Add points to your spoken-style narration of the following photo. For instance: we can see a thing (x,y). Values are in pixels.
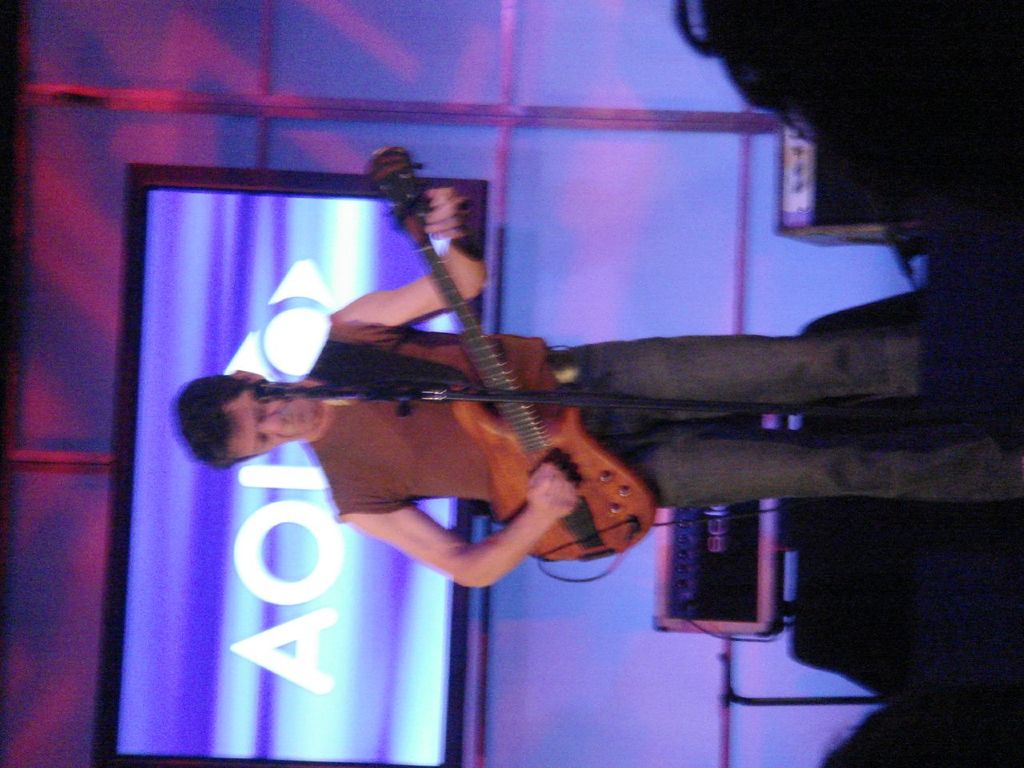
In this image we can see a person (536,508) standing and playing a guitar (525,413), in front of him we can see a mic (294,386), there are some objects (694,603) which looks like the speakers (681,603) and also we can see a tv (137,630) on the wall (559,295).
